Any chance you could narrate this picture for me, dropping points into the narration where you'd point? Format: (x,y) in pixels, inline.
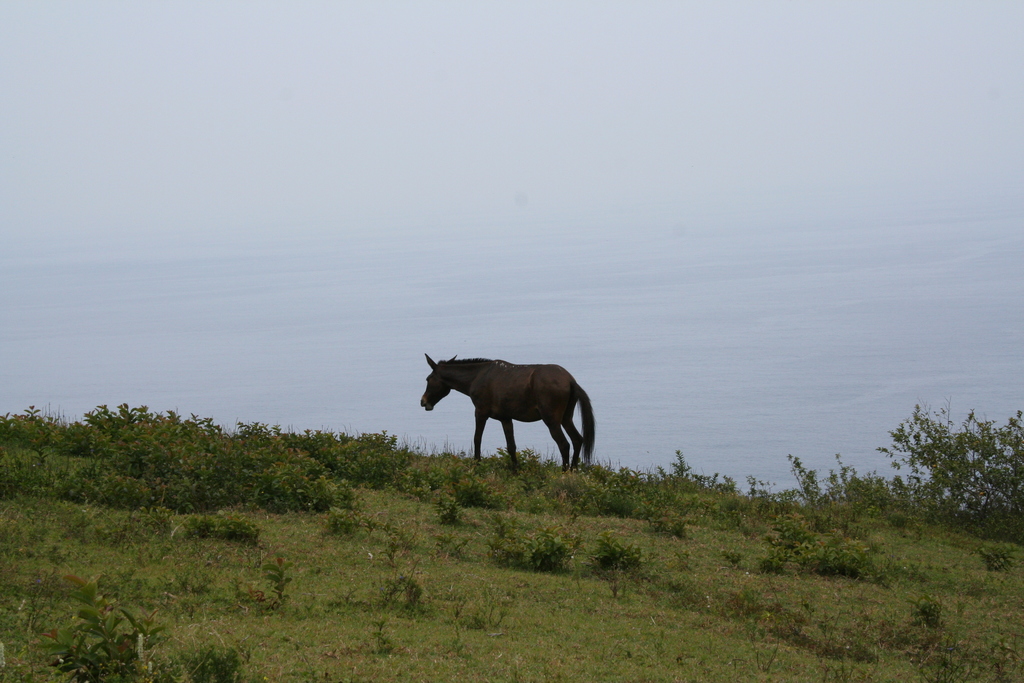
In this image we can see an animal (496,404). Behind the animal (483,413) we can see the water (379,313). In the foreground (476,507) we can see the grass (575,589) and plants (338,518).
